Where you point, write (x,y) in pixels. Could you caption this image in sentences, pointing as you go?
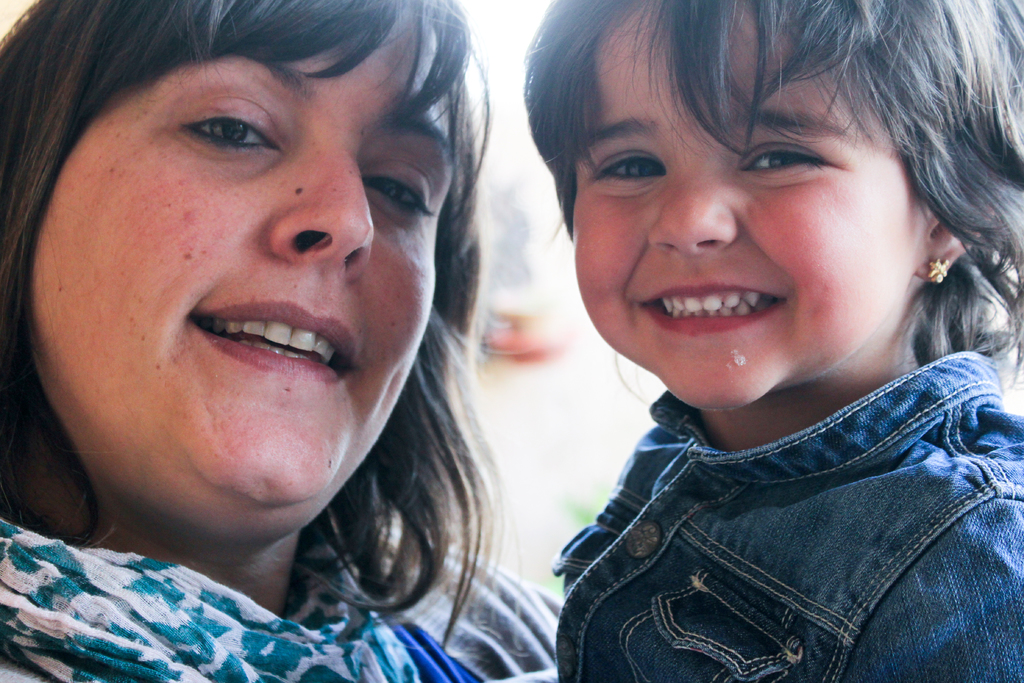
There is a woman (162,420) and a girl (784,511). Both are smiling. In the background (554,366) it is blurred. And the girl (836,300) is wearing an earring (933,277).
